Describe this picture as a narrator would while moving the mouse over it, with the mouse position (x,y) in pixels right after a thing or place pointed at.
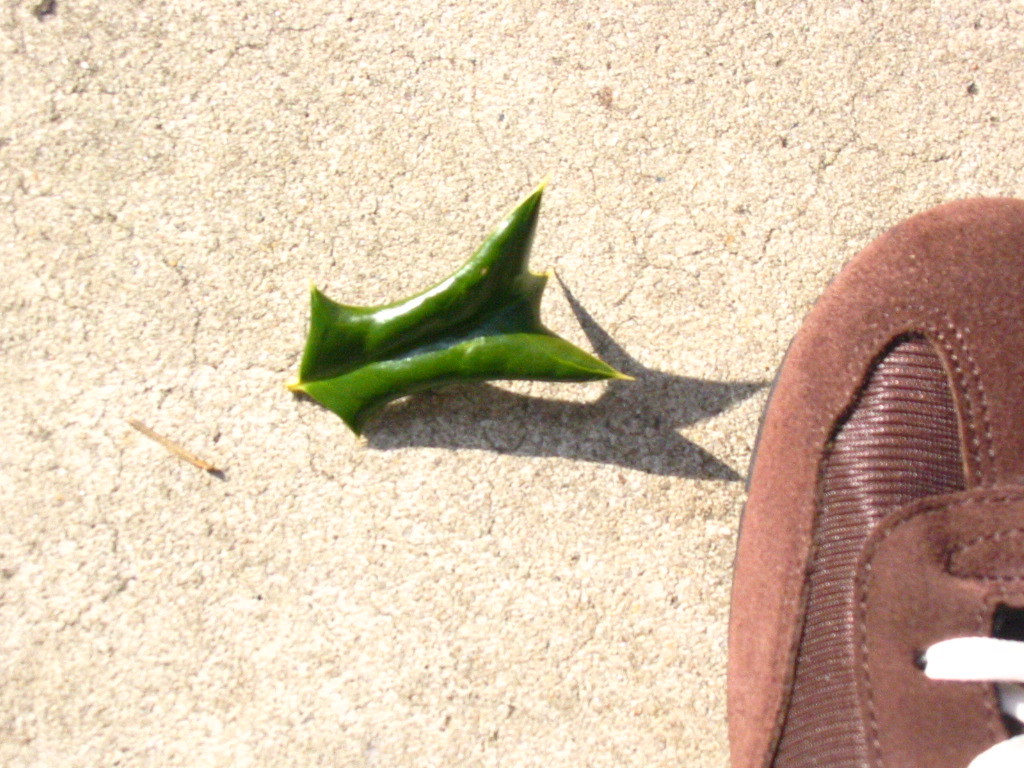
In this picture, we can see a shoe (770,495) and a leaf (405,385) on the path (419,558).
